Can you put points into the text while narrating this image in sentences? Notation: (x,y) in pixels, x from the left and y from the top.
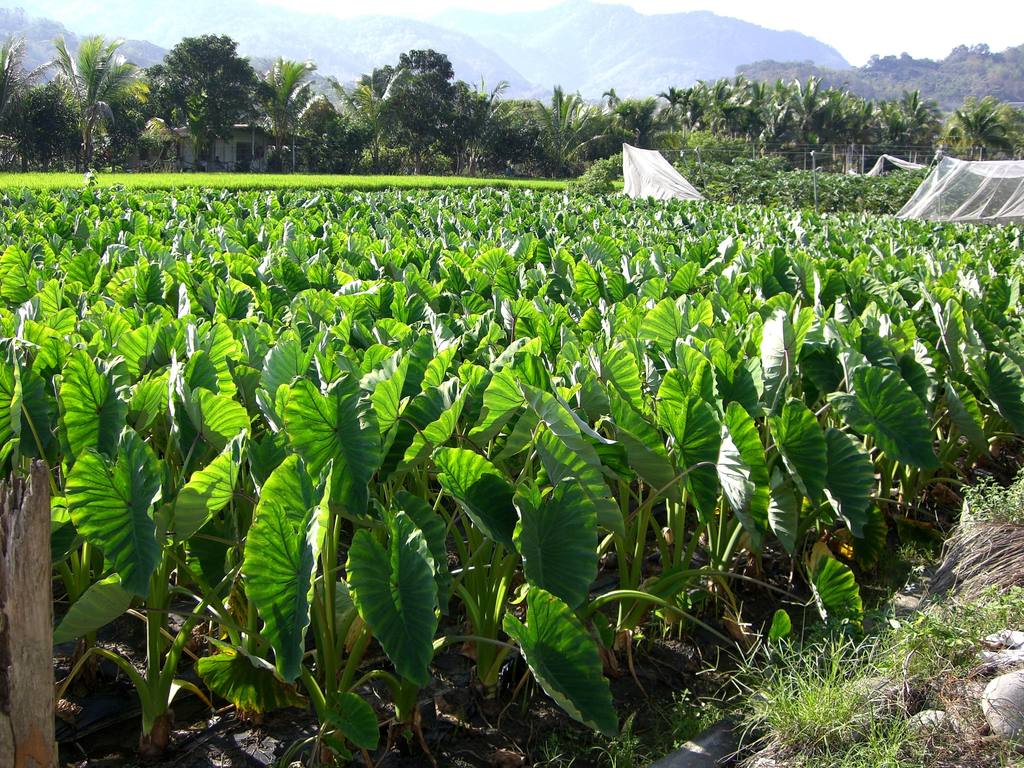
In this image there are many crops (289,396) in a field (785,375) and around those crops (157,230) there are plenty of trees (417,91), in the background (437,39) there are mountains (502,60).
